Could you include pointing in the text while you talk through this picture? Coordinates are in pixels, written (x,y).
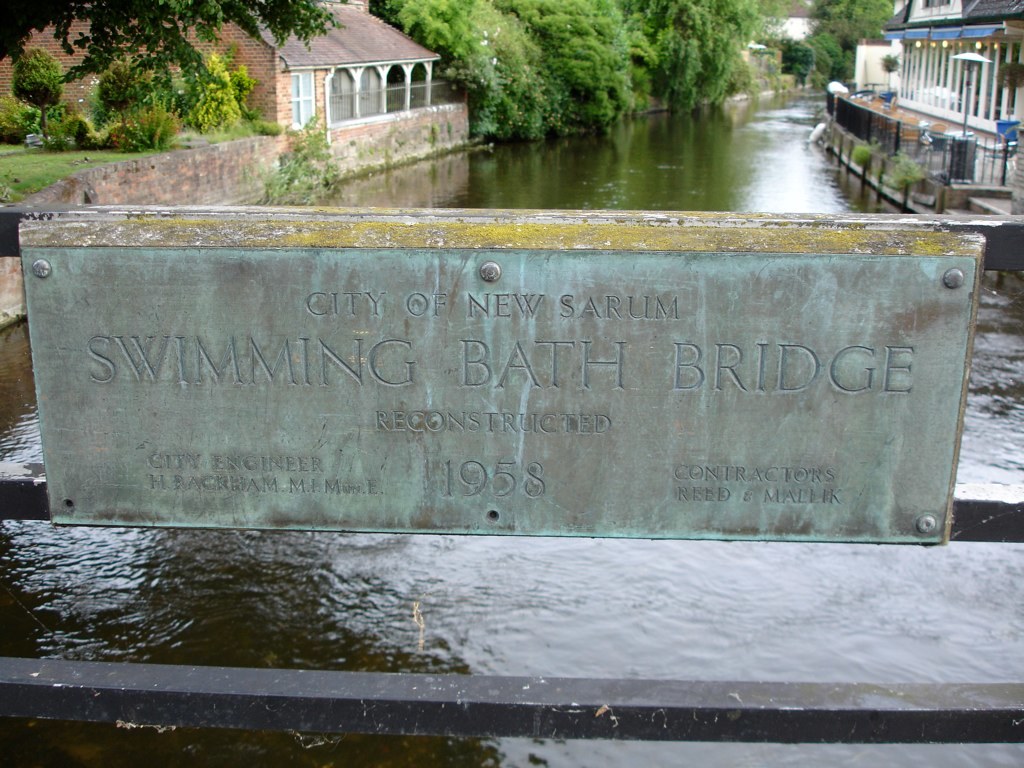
In this picture I can observe a board (410,289) fixed to the railing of a bridge (503,436). In the middle of the picture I can observe a river (696,171). On either sides of the river (621,126) I can observe houses (305,63) and trees (549,102).
